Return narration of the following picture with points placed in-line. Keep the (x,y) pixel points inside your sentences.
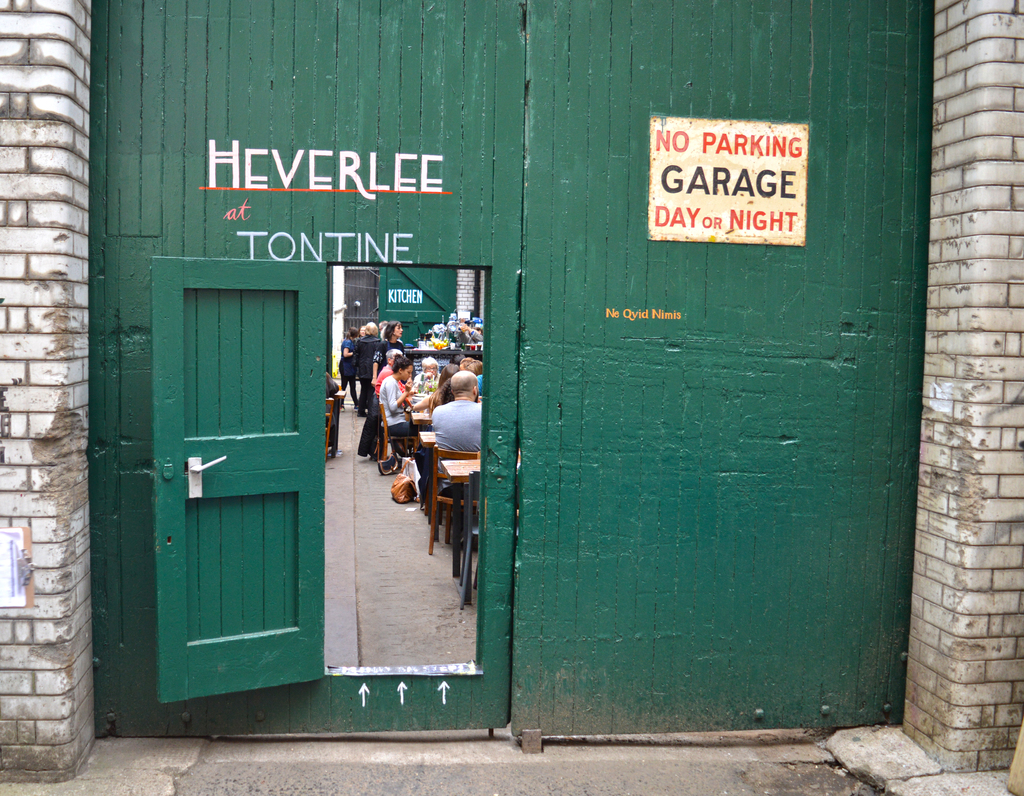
In this image we can see many people (394,397) sitting on the chairs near the tables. We can see the entrance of the store (636,699). There is a board (754,180) in the image. There is some texts (342,178) written on the wooden gate (340,198). There is an object (33,562) at the left side of the image (28,562).
